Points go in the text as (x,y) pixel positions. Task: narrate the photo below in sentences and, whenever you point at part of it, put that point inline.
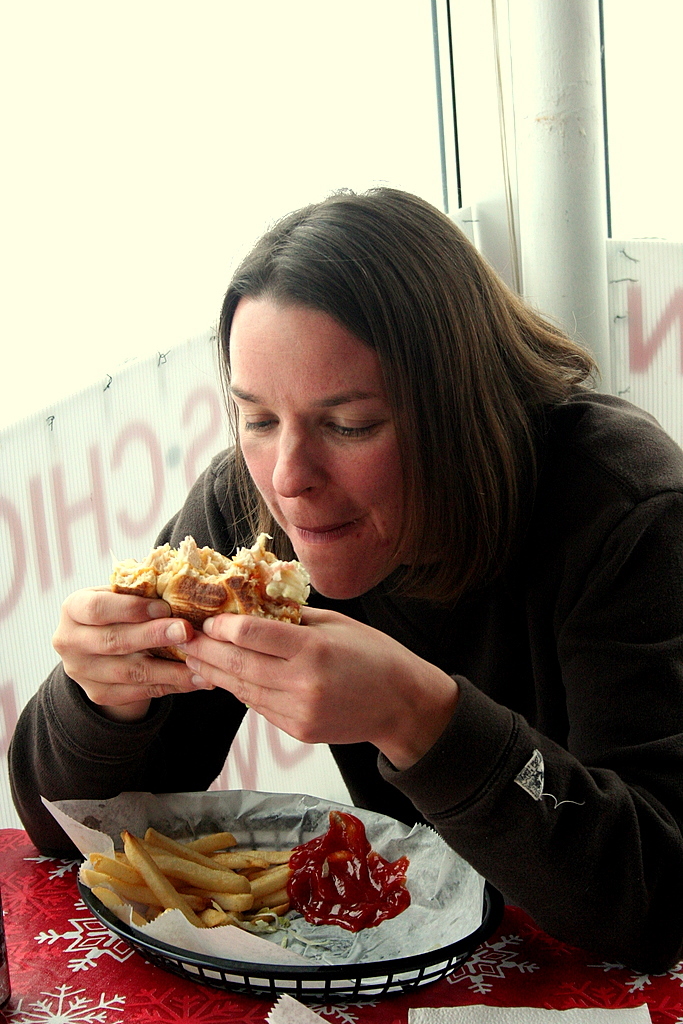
In this image we can see a person (507,708) sitting and holding a food (198,614). At the bottom (13,879) there is a table (350,1017) and can see a plate (364,966) containing fries (275,891) and sauce (343,886) placed on the table (184,989). In the background (429,98) there is a wall (384,145) and we can see boards (180,360).
